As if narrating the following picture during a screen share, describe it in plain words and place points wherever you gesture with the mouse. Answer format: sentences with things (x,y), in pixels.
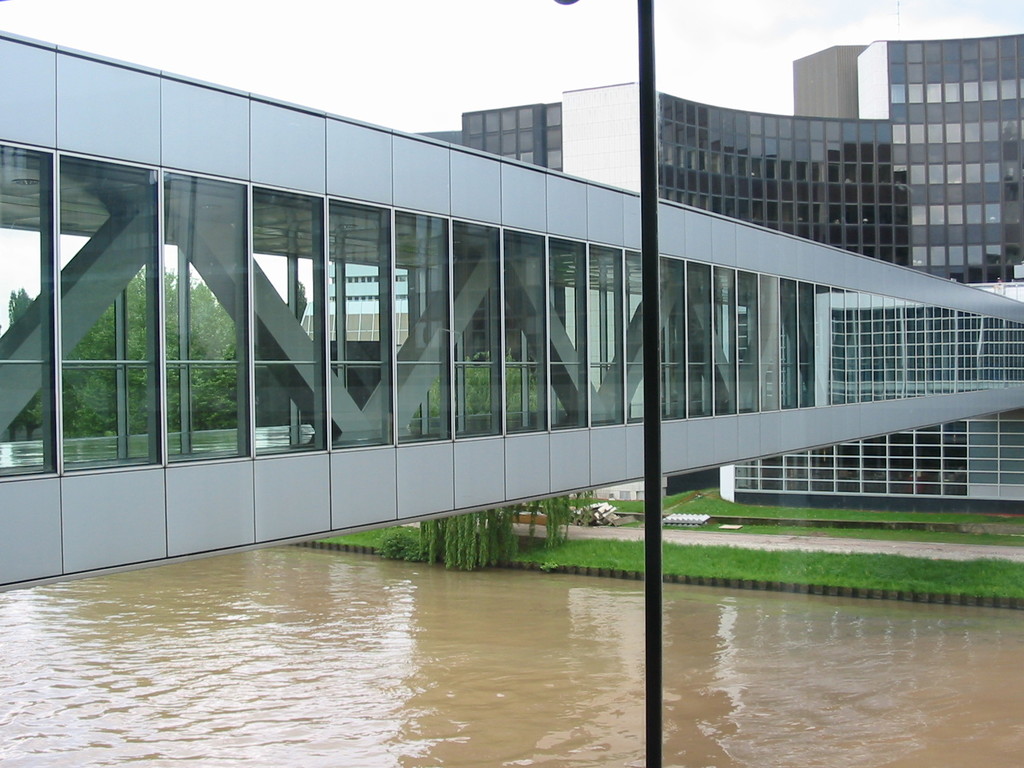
In this picture we can see water (564,674) at the bottom (468,684), on the left side (314,446) there is a foot over bridge (293,382), in the background (758,162) we can see a building (848,134), there is the sky (443,33) at the top of the picture (420,27), we can see grass (897,563) here.
